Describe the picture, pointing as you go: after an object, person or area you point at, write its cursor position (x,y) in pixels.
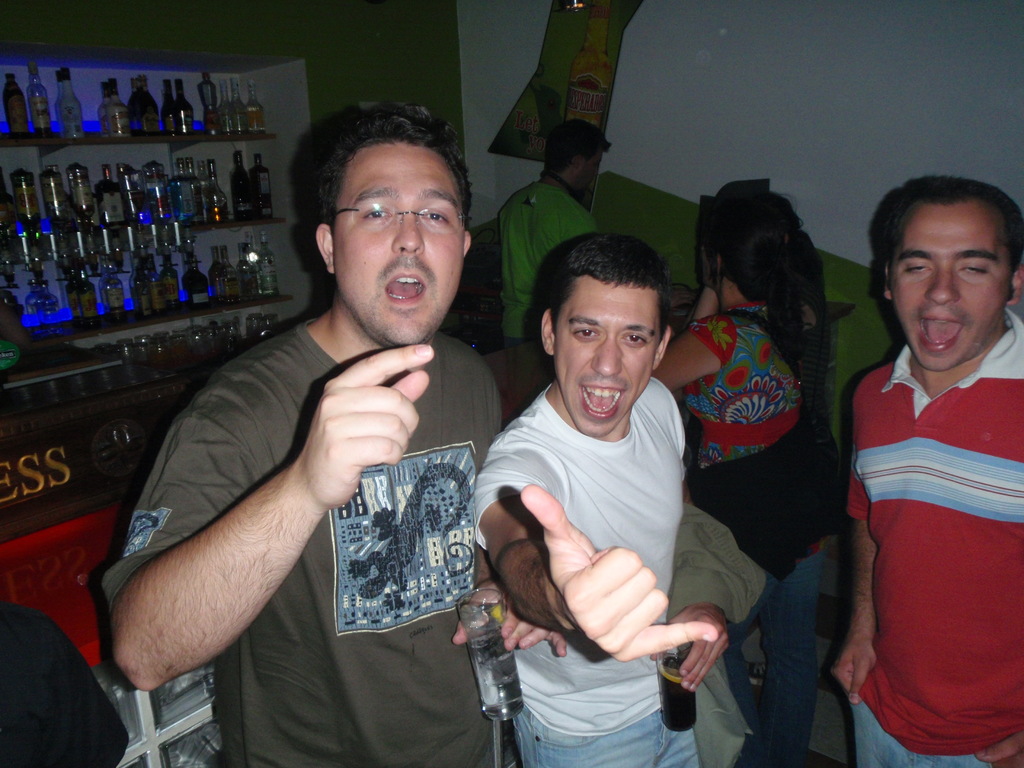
In this image I can see number of people (496,493) are standing and in the centre (650,316) I can see two of them are holding glasses (683,712). On the top left side of this image (12,108) I can see number of bottles (183,100) on the shelves (37,138). I can also see something is written on the left side of this image (67,445) and in the background (512,169) I can see a board (624,10) on the wall (434,44).
